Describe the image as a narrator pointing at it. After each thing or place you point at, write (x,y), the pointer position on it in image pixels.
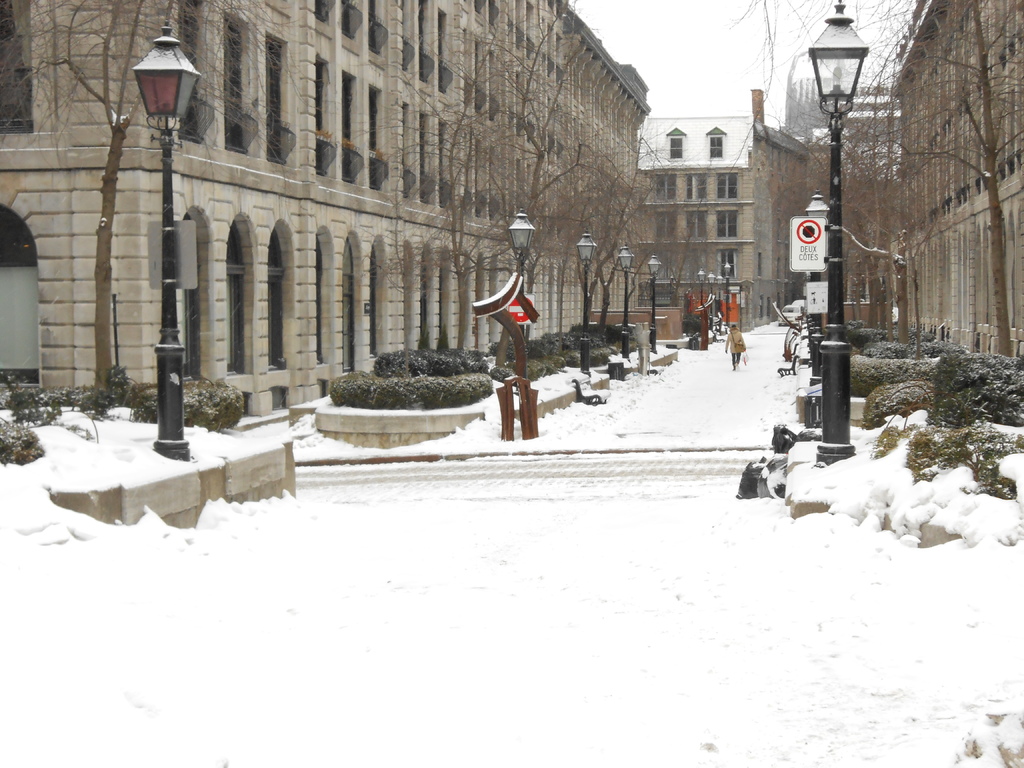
In this image we can see a group of buildings (633,239), trees (892,246), poles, group of lights (171,75) and in the background (742,337), we can see a person (738,349) standing in the snow (758,368) and the sky (699,68).
